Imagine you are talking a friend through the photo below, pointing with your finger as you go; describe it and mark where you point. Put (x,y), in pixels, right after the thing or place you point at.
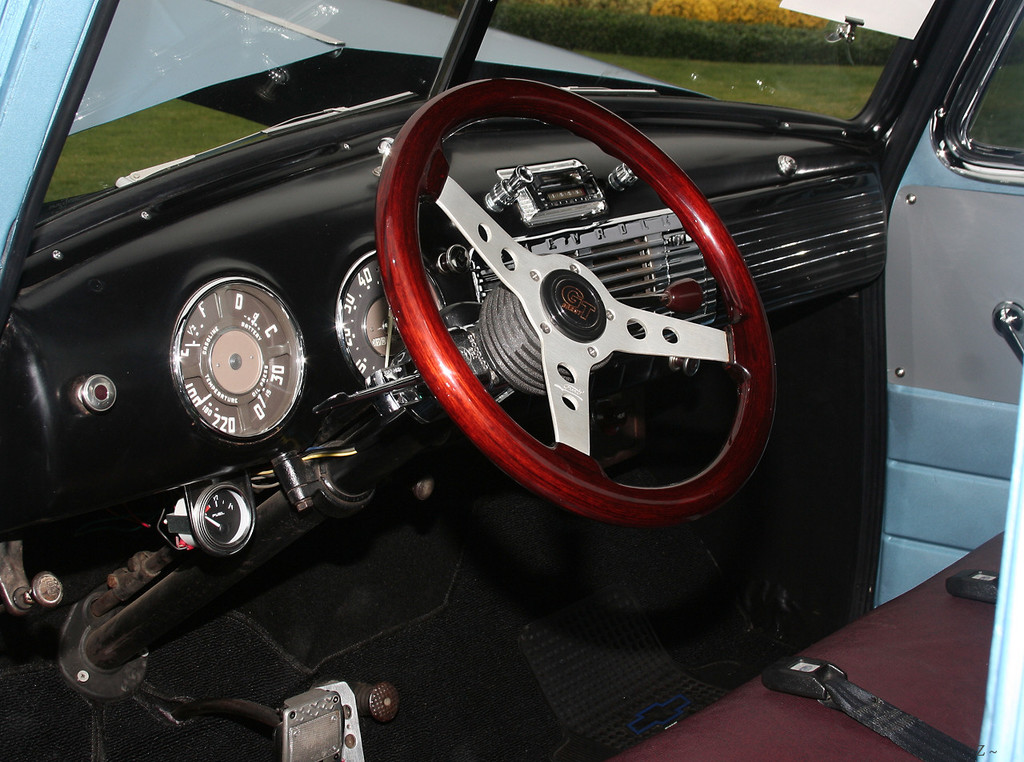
This is an inside view of a car (604,564). Here I can see the steering (441,156) in red color. On the right side (879,650) there is a seat (801,703). On the top (480,47) I can see the glass (564,45). In the outside I can see the plants (701,9) and grass (810,85).
